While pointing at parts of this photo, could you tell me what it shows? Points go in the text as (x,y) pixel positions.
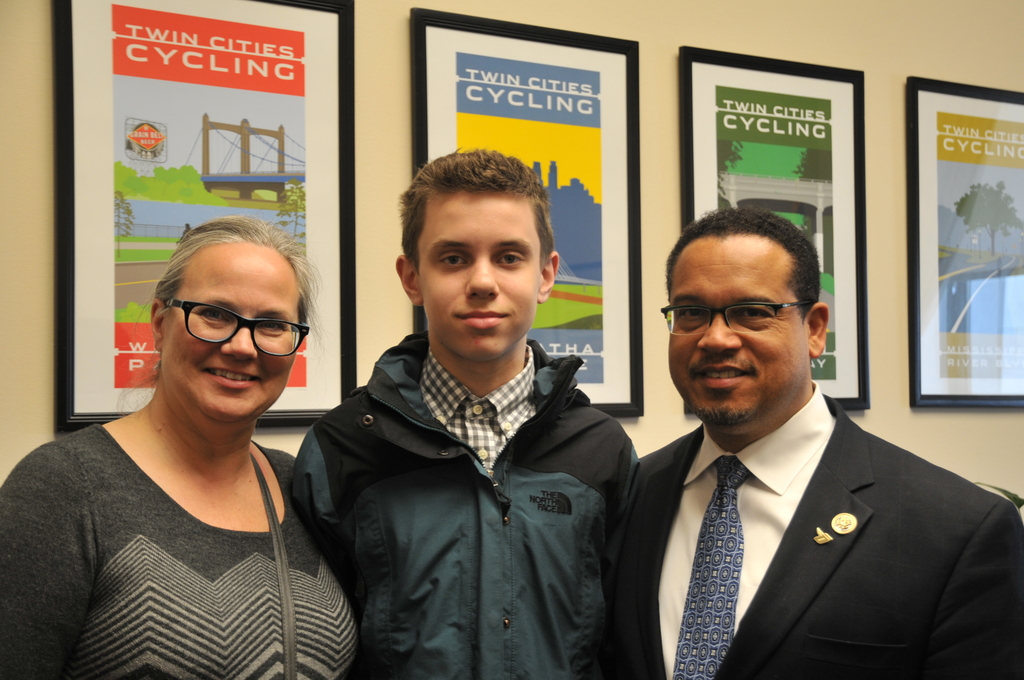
In this image there are three persons (522,537) standing in the middle (621,453). In the background (1000,65) there is a wall (393,142) to which there are frames (740,137). There is a woman (194,485) on the left side (158,510).
